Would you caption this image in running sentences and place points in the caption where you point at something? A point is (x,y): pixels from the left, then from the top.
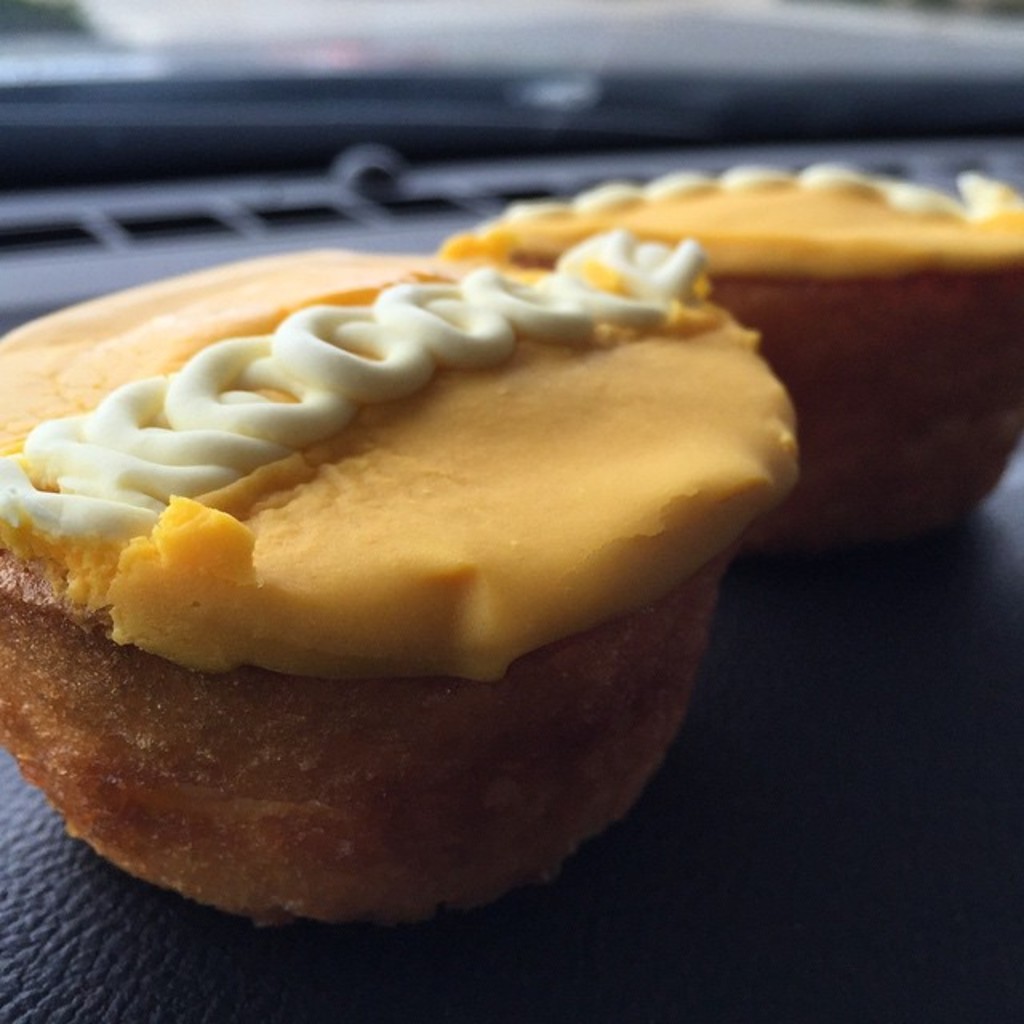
In this image we can see two cupcakes (567,555) on the black colored surface (675,753), and the background (685,105) is blurred.
